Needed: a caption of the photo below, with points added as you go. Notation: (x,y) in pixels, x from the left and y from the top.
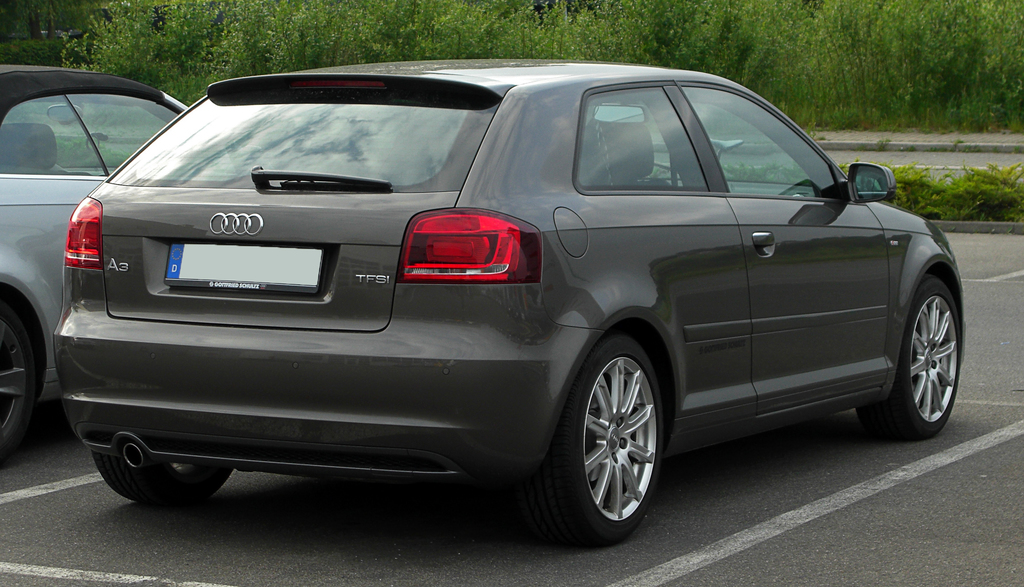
In this picture I can see vehicles (514,476) on the road (992,464), there are plants (966,176), trees (240,22).
